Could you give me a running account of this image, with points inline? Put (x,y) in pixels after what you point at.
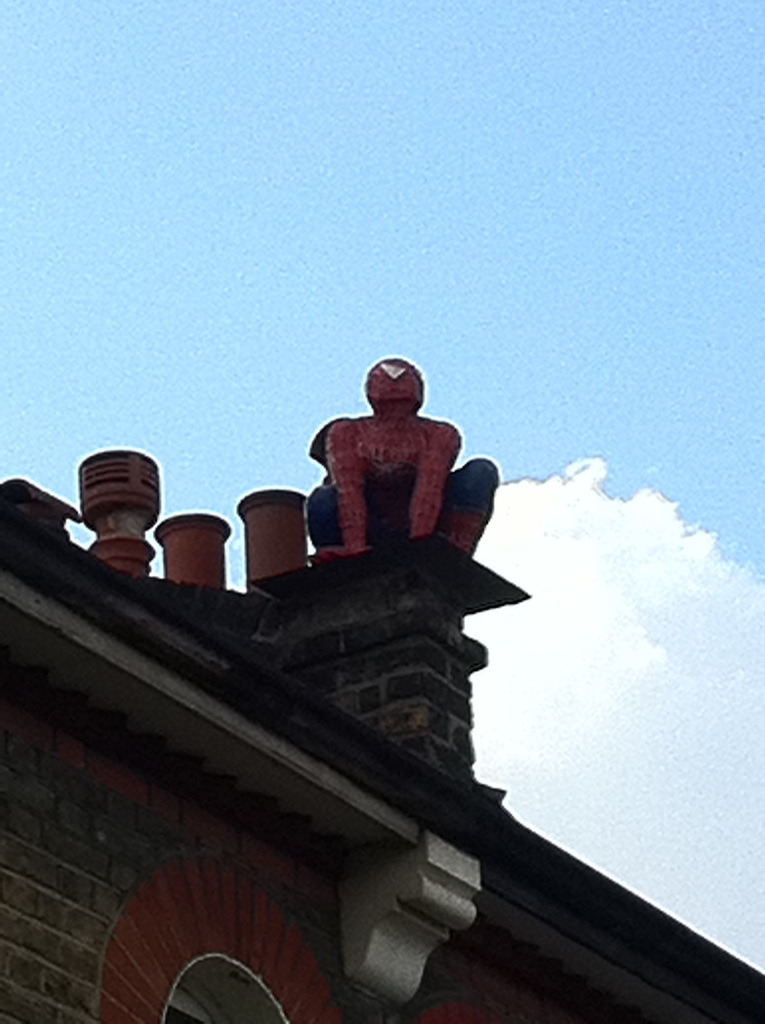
There is a spider man statue (414,453) on the wall (432,668) of a building (463,818), which is having roof (404,785) and a brick wall (238,886). In the background (620,699), there are clouds (635,493) in the blue sky (493,146).
